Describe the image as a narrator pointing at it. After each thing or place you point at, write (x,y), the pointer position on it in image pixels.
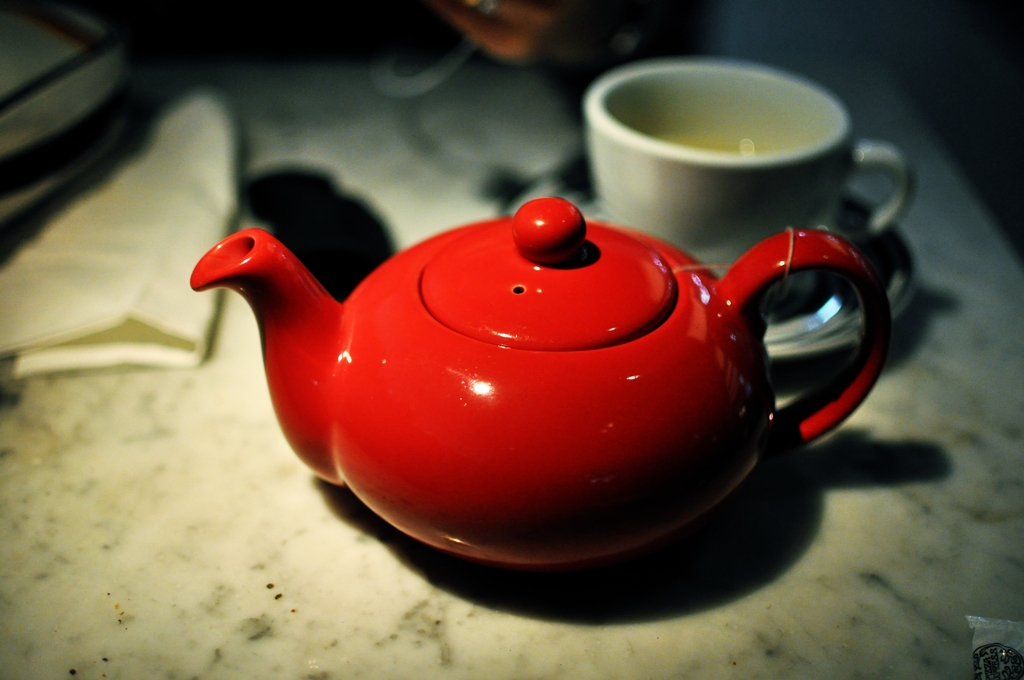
In this picture we can see kettle (812,257), cup (824,206) and objects (119,269) on the platform (242,481). In the background of the image (931,55) it is blurry.
